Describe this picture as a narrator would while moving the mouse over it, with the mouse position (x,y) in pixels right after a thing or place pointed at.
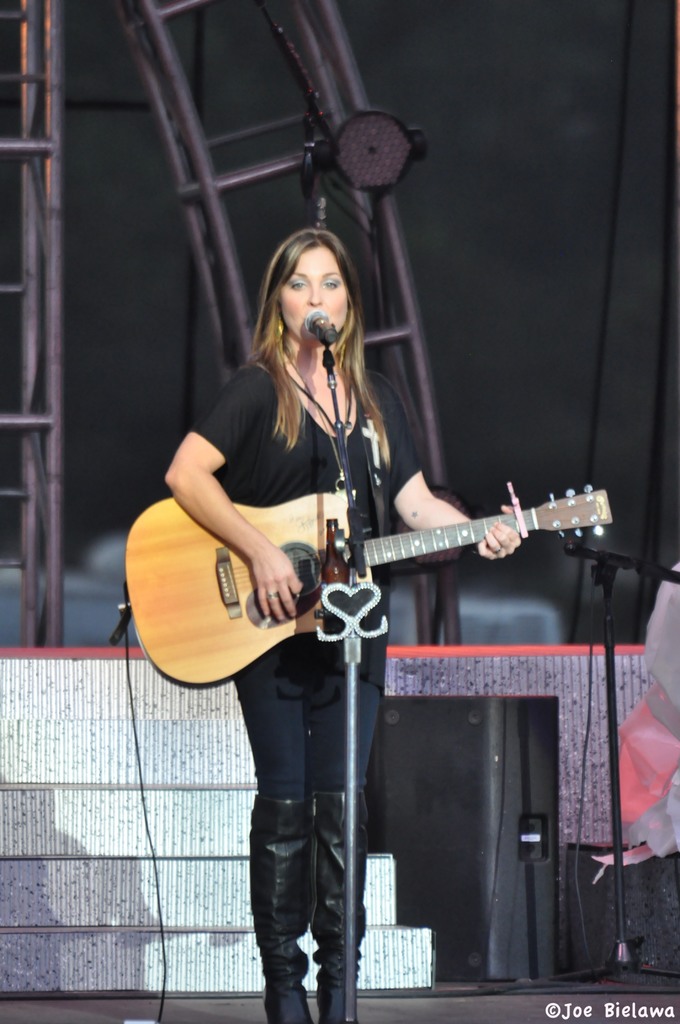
In this image In the middle (299,407) there is a woman (268,435) she wear black t shirt (272,497) and trouser (296,785) her hair (282,372) is long, she is playing guitar (310,528) and singing. In the background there is a mic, staircase (129,789) and stage (455,1013).
